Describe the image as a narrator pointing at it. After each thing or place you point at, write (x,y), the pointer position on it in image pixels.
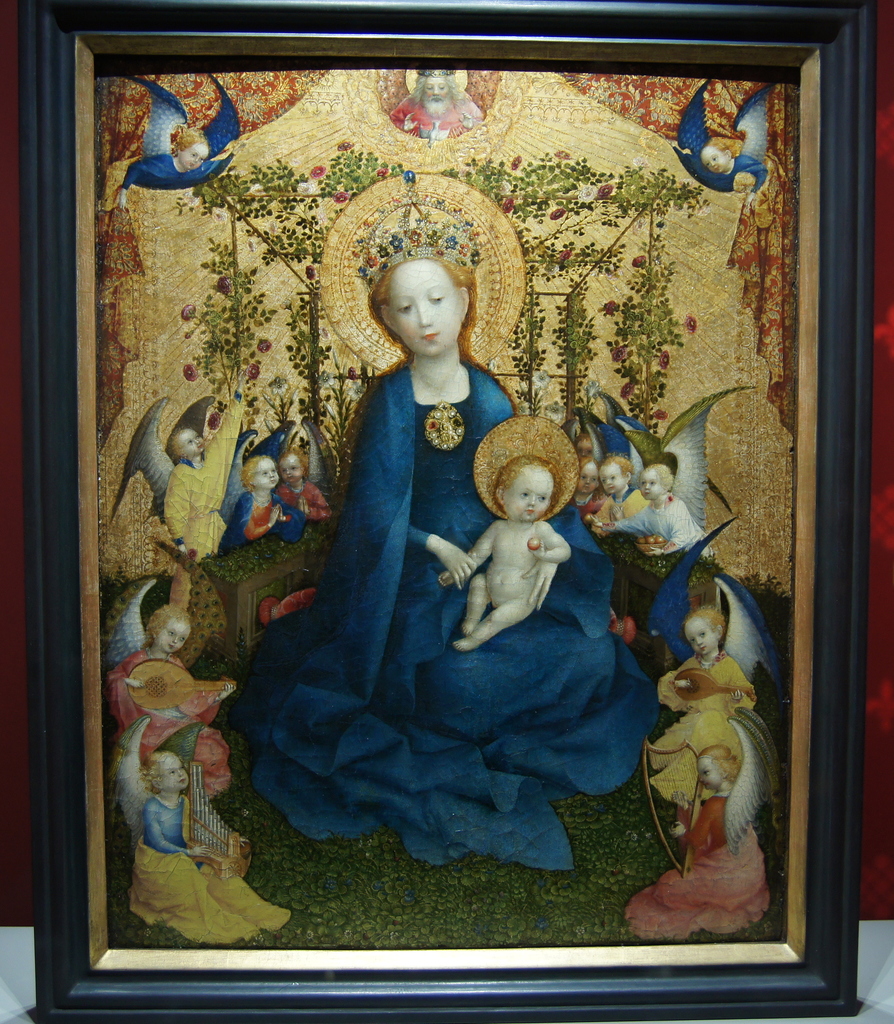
In this image we can see a photo frame (654,42) with a painting (616,648) of persons (757,125) and design (655,327).
